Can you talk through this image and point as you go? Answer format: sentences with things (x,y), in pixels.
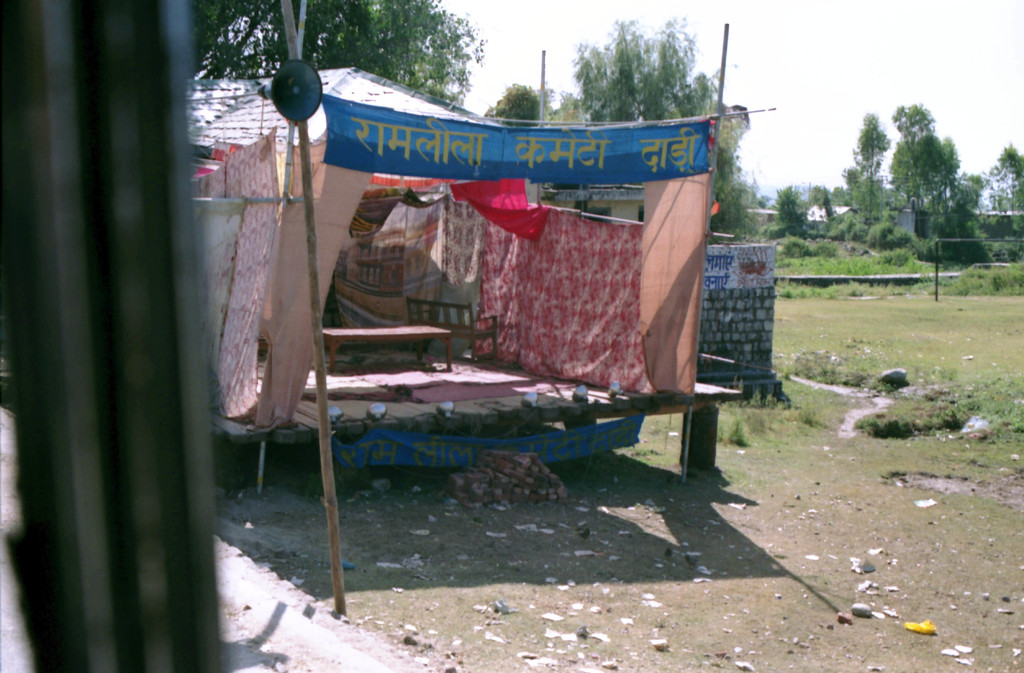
In this picture, it seems like a stall (465,365) in the foreground area of the image (518,206), there are trees (829,225), houses (908,217) and the sky (802,69) in the background (749,45).
